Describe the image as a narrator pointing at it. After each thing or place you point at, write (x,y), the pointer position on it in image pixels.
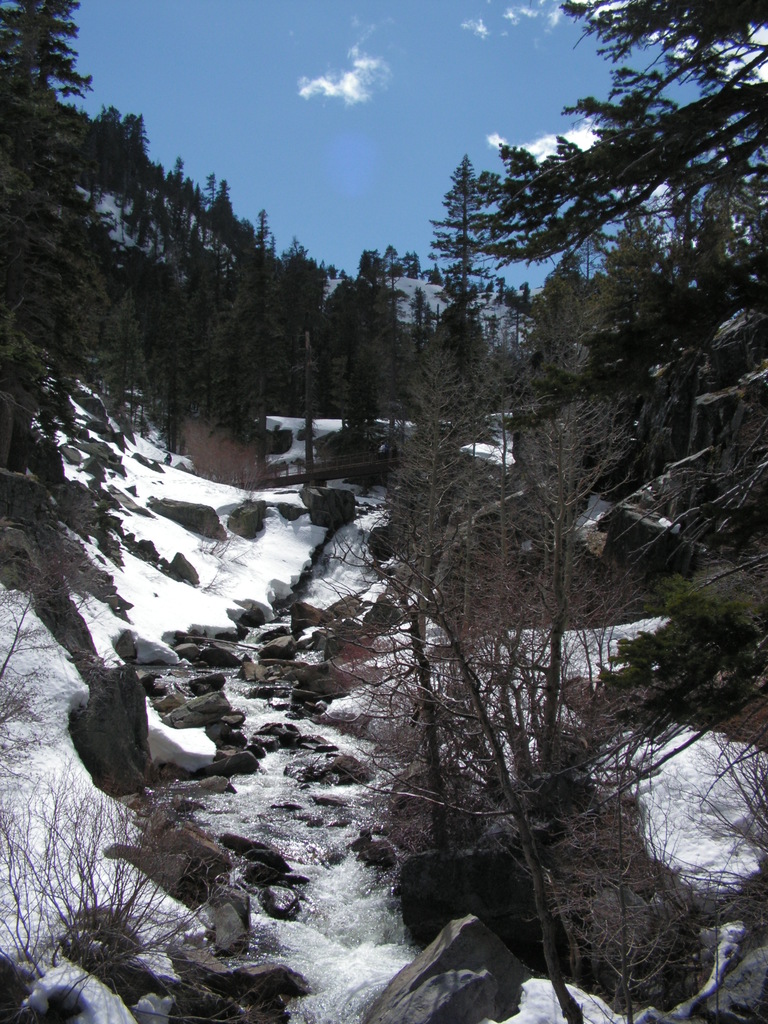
In this picture there is a mountain (682,357) and there are trees (147,362) and there might be a bridge (371,462). At the top (306,51) there is sky (377,39) and there are clouds (352,97). At the bottom (419,858) there are stones (381,1012) and there is water (399,948) and there are plants (51,945) and there is snow (175,526).
